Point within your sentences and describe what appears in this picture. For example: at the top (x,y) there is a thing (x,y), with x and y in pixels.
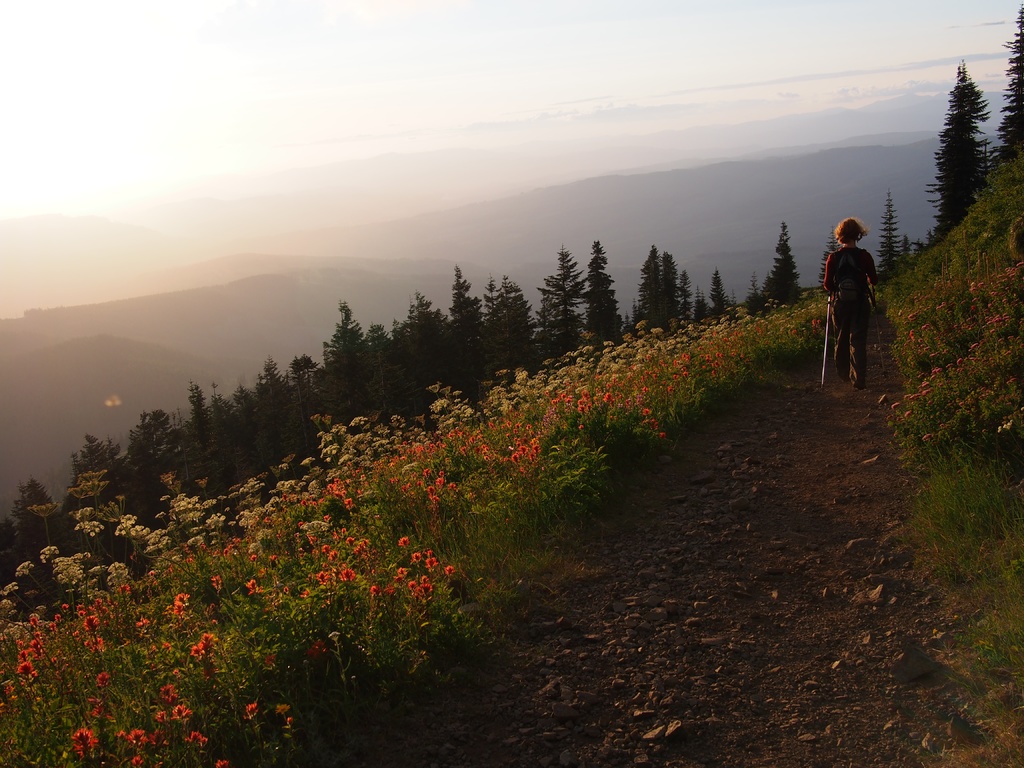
In the image I can see flower plants (455,498), trees (535,350) and a person (844,329) is walking on the ground (828,480). In the background (402,269) I can see mountains (299,269) and the sky (80,152).
